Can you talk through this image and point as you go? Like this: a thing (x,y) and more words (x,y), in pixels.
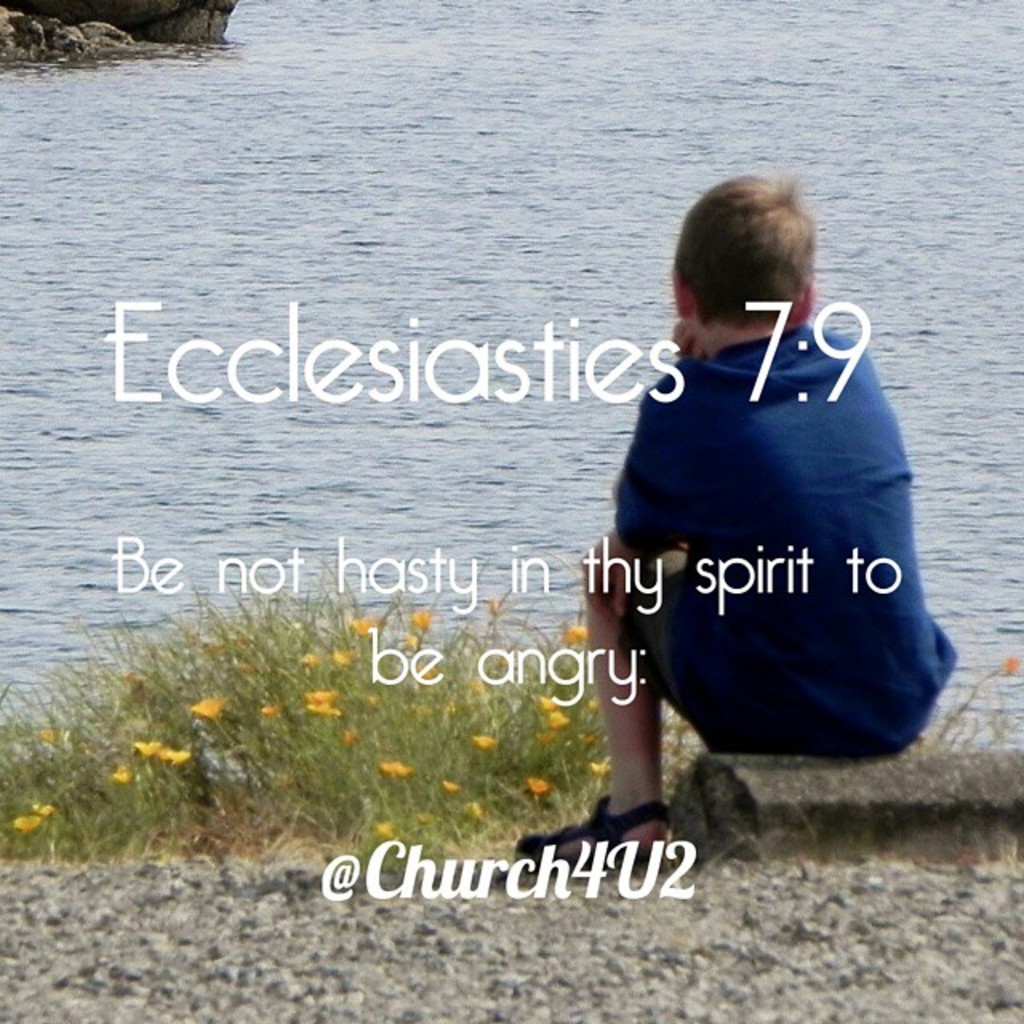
In this image I can see a person (730,508) sitting and wearing blue color dress (818,571). In front (322,714) I can see few yellow color flowers (314,704), grass (295,771), water (415,310) and rock (134,28).
